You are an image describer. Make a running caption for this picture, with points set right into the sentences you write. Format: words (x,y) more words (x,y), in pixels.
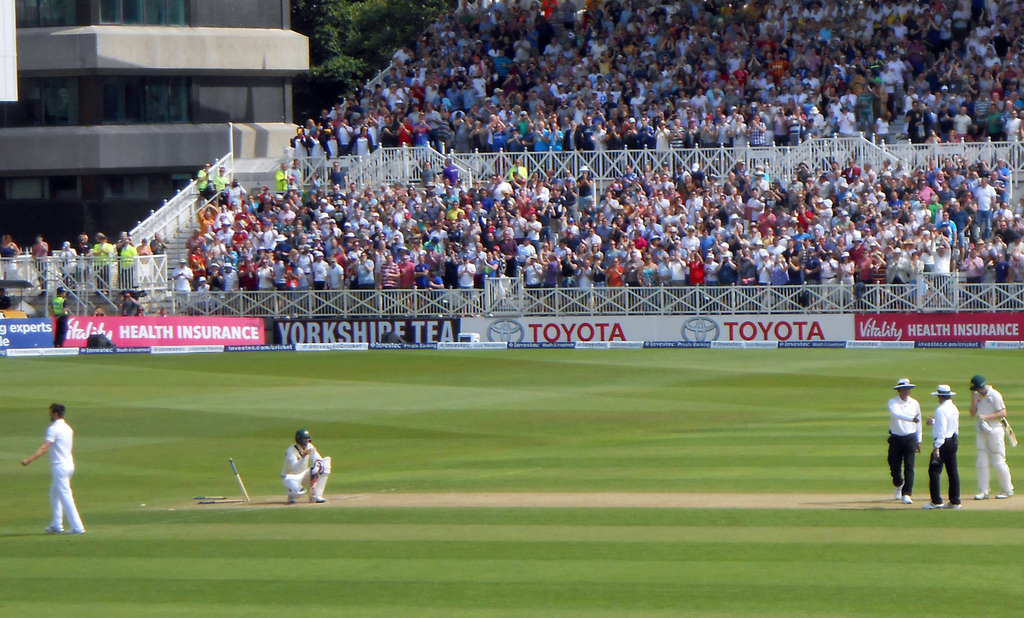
In this image we can see few people (896,467) on the ground (735,534). Here we can see hoardings (638,323), railing (438,309), and crowd (654,217). In the background (307,9) we can see a building (202,73) and trees (337,27).
